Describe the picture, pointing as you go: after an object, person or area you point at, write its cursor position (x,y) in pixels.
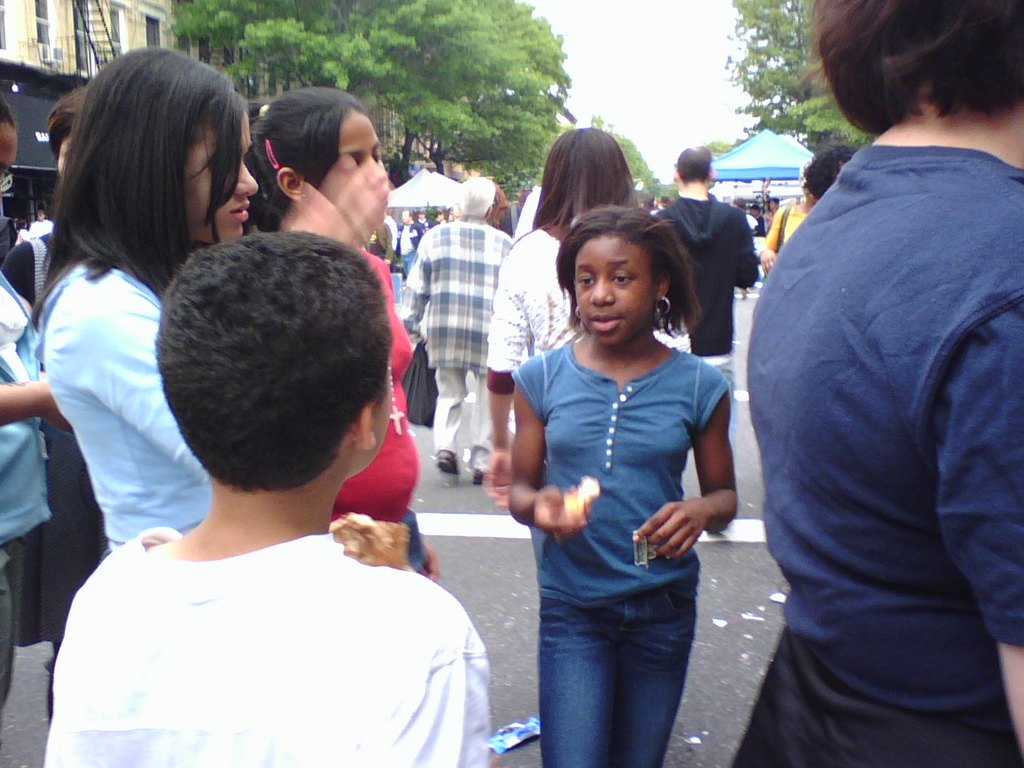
In this image there are group of persons (233,392) standing and walking. In the background (472,93) there are trees (745,60), there are tents (759,164). On the left side (221,66) there is a building (116,25).
